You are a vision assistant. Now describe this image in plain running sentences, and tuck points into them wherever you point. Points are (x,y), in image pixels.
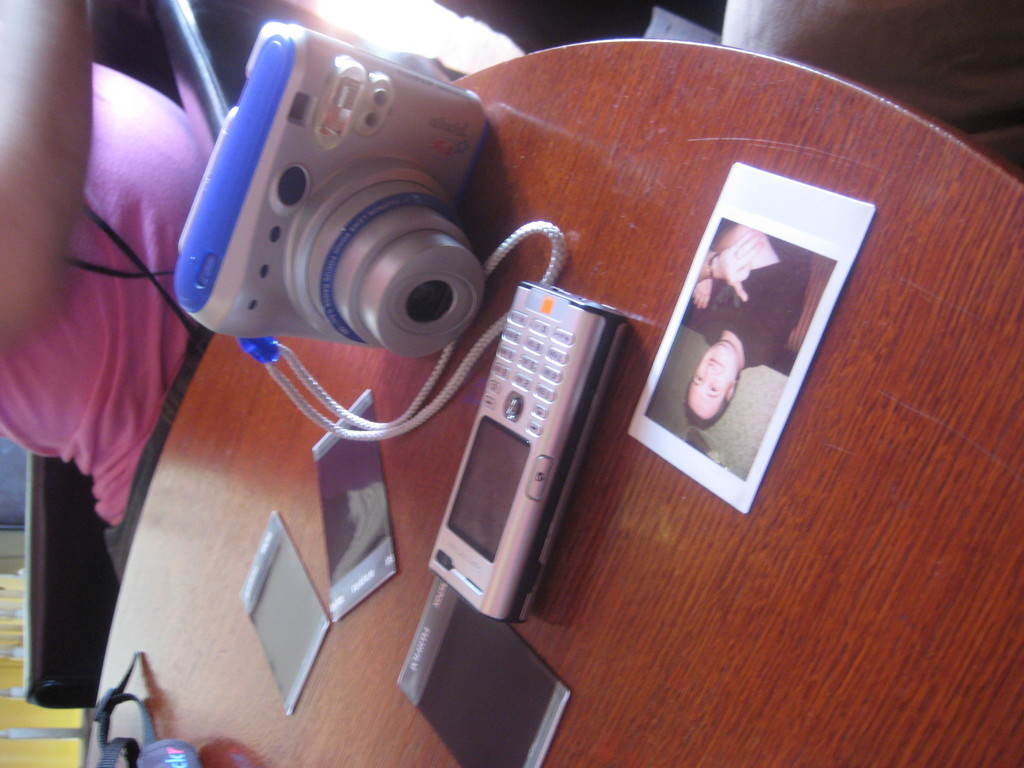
In this image I can see a brown colour table (938,452) and on it I can see a photo (677,374), a camera (293,40), a phone (491,477) and few other black colour things (340,545). I can also see a person (105,281) in pink dress (145,328) over there.
